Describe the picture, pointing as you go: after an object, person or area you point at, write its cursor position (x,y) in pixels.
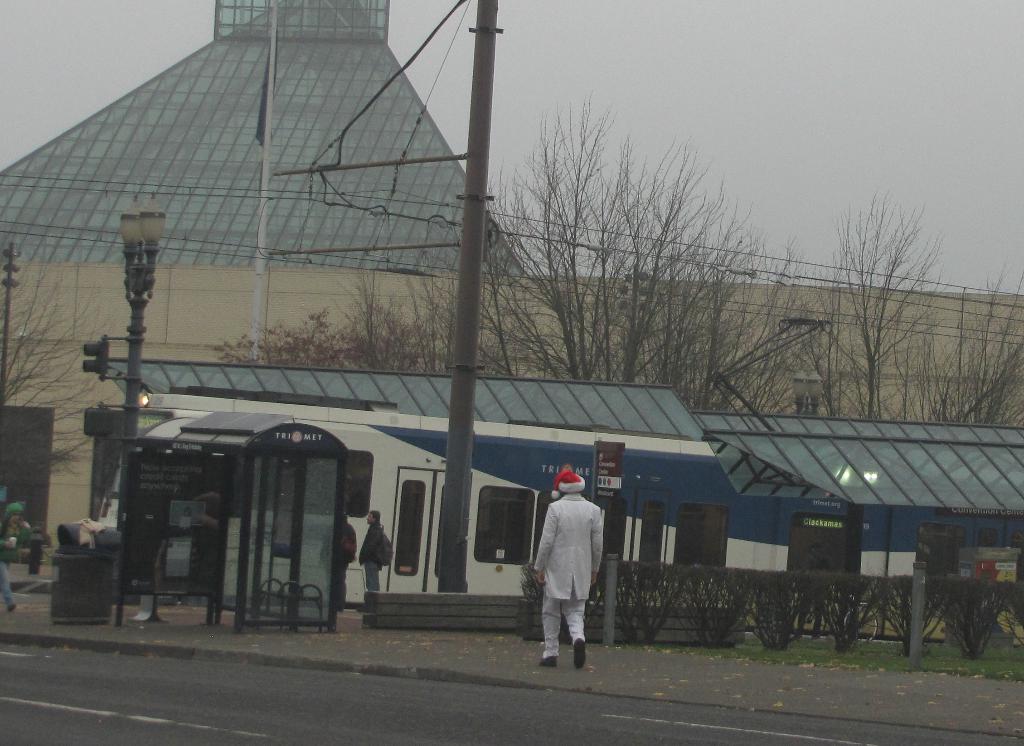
In this picture we can see a man (581,583) wearing white dress (581,532) and red cap (570,485) walking on the road (472,645). Behind we can see white and blue train (411,464). Behind there are some dry trees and yellow building wall (225,293). On the top (695,147) we can see the sky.
